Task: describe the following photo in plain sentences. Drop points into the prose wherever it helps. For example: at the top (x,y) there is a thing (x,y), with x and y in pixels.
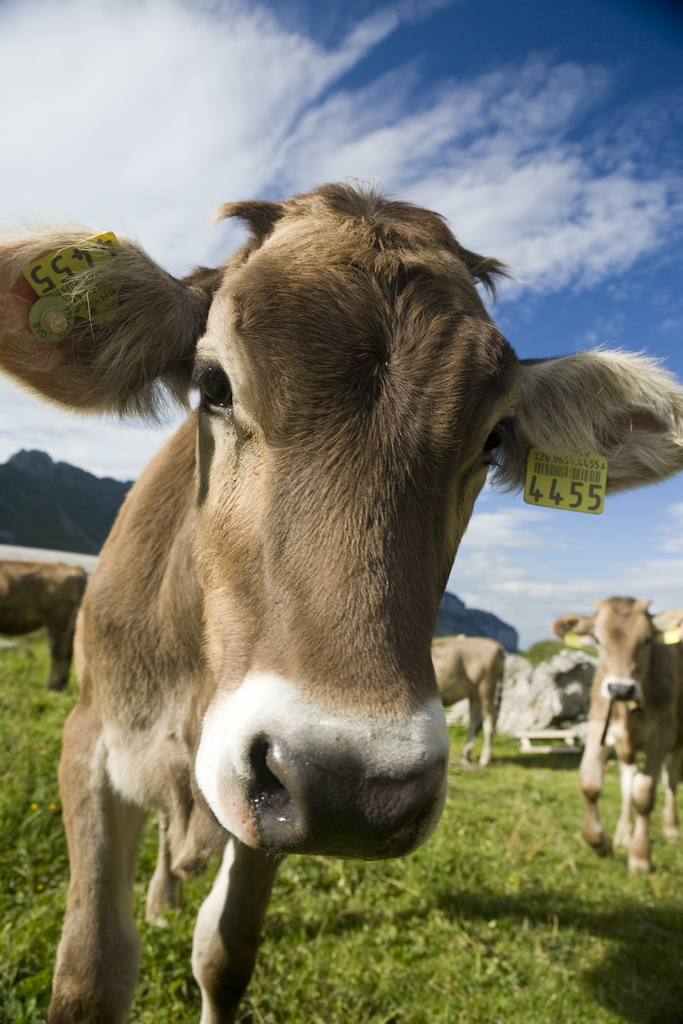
In this image I can see a cow (396,543) in the center of the image (382,509) with tags (542,456) in his ears (572,424). I can see other cows (465,688) behind on a ground (510,952) and mountains (73,511) behind them. At the top of the image (186,204) I can see the sky (225,172).
